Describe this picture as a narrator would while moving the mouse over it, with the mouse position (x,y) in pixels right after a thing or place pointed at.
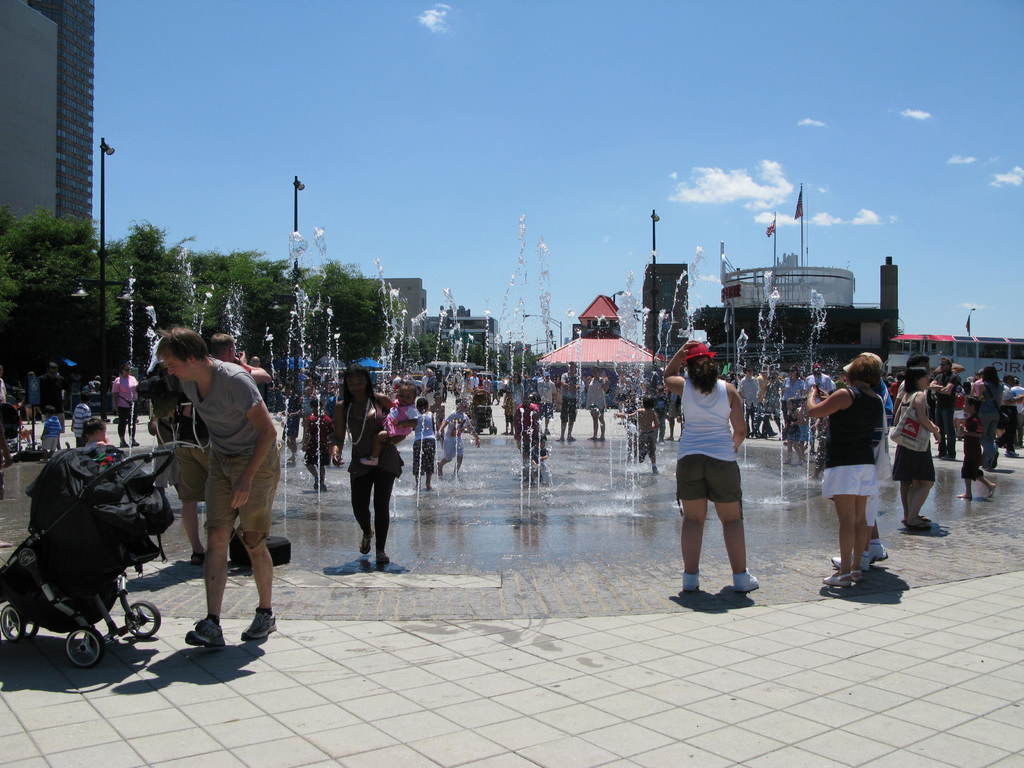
In the image there are many people (370,382) standing. And there are water (410,472) flowing. In the background (615,370) there are trees (277,289), poles (802,258) and buildings (47,167). On the left side of the image (52,500) there is a stroller (97,552) on the ground (573,470).
